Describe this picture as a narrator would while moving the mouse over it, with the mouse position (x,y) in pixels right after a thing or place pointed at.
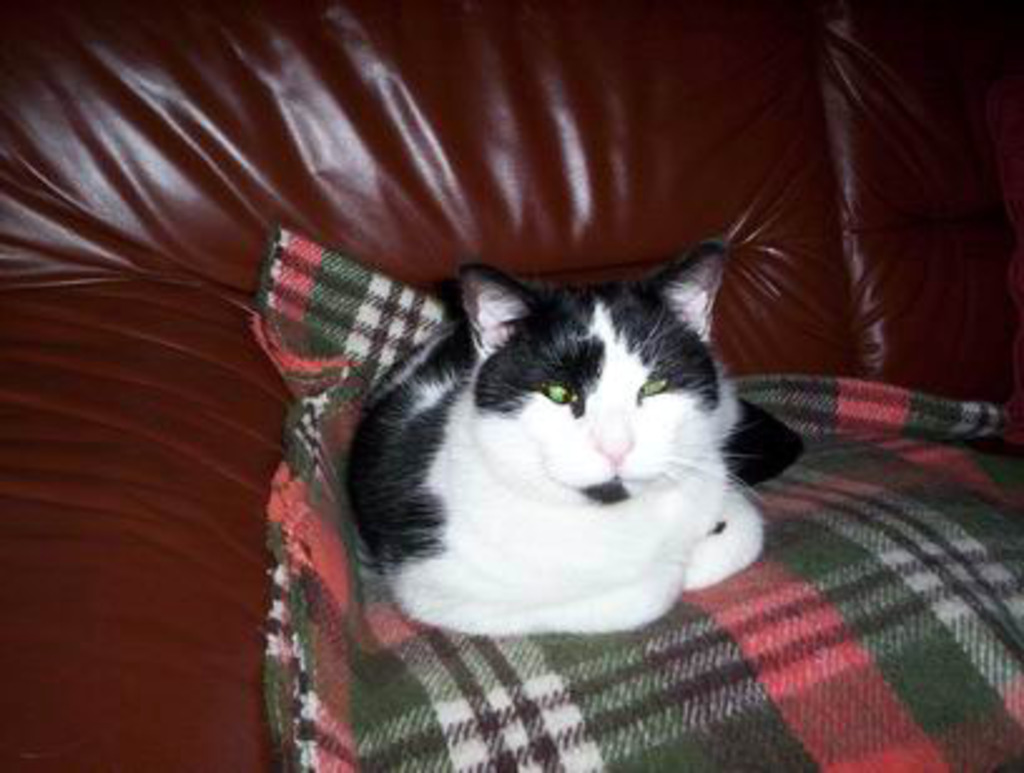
In this image, there is a brown color sofa (502,136), on that sofa (284,125) there is a green color cloth (653,750), on that there is a black and white color cat (441,501) sitting.
